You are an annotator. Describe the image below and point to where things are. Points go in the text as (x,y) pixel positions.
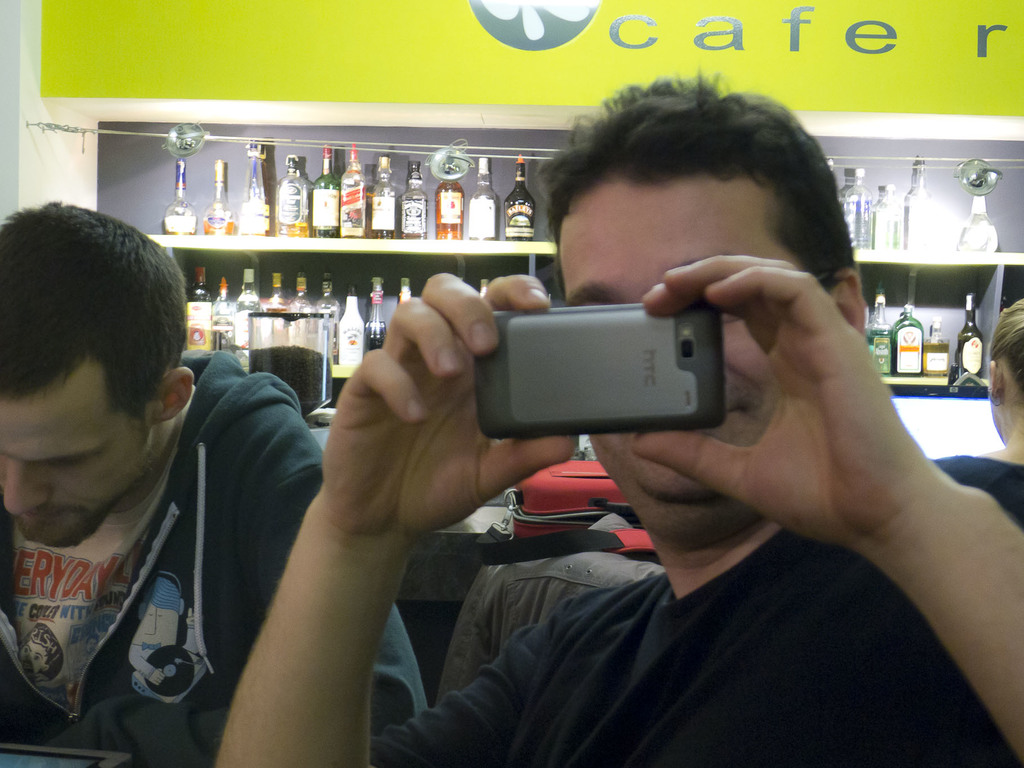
On the background (973,338) we can see bottles (855,209) in a sequence manner arranged in a rack (943,255). This is a board (528,60). Here we can see one man (665,253) holding a mobile (641,349) in his hand (478,336) and taking a snap. We can see a woman (997,326) and a man (97,741) here.
